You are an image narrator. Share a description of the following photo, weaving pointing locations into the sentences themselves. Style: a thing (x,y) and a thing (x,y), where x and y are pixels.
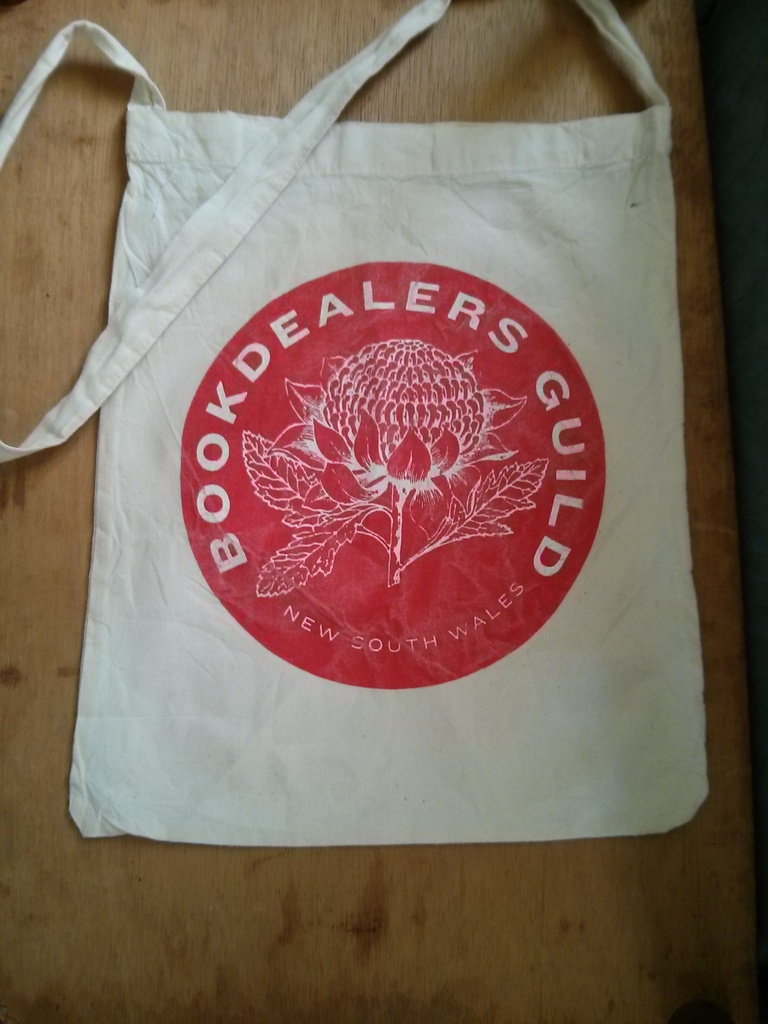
In this picture, this is a white bag (339,603) on the bag (241,524) it is written as a book dealers guild. The white bag (356,643) is on a wooden table (419,878).
